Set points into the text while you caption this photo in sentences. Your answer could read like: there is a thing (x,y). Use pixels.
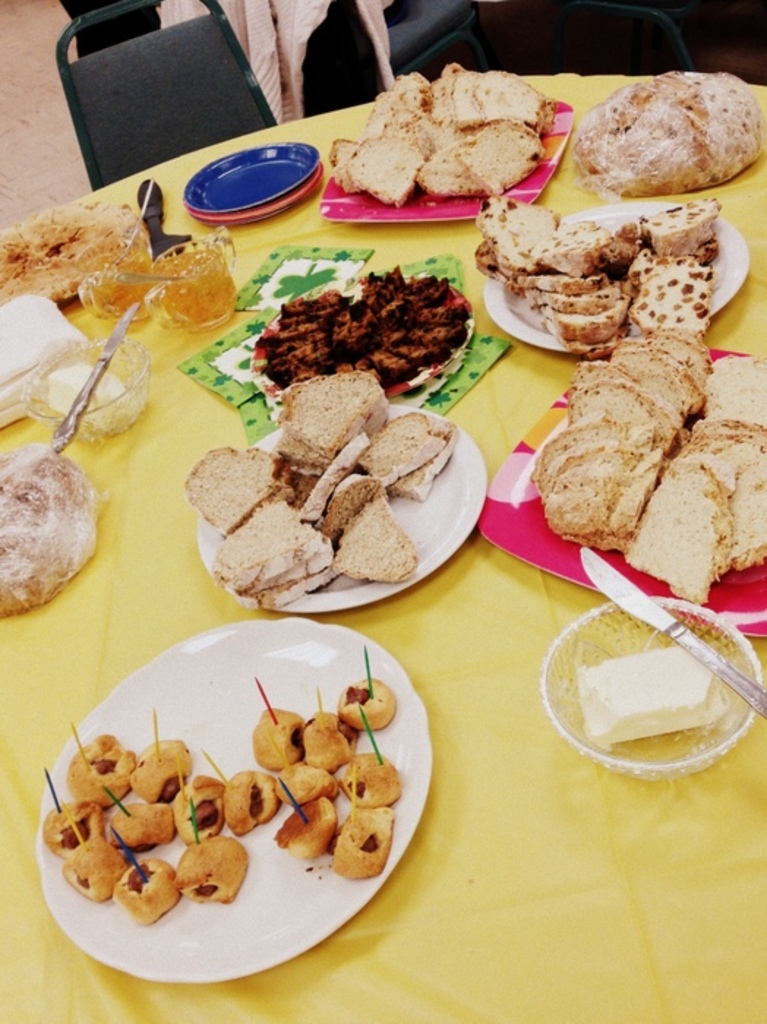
In this image we can see a table (509,886). On the table (630,944) we can see plates (350,742), bowls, cups (222,317), tissue papers (25,381), knife (606,584), and food items (320,777). At the top of the image (153,0) we can see chairs (122,60).
